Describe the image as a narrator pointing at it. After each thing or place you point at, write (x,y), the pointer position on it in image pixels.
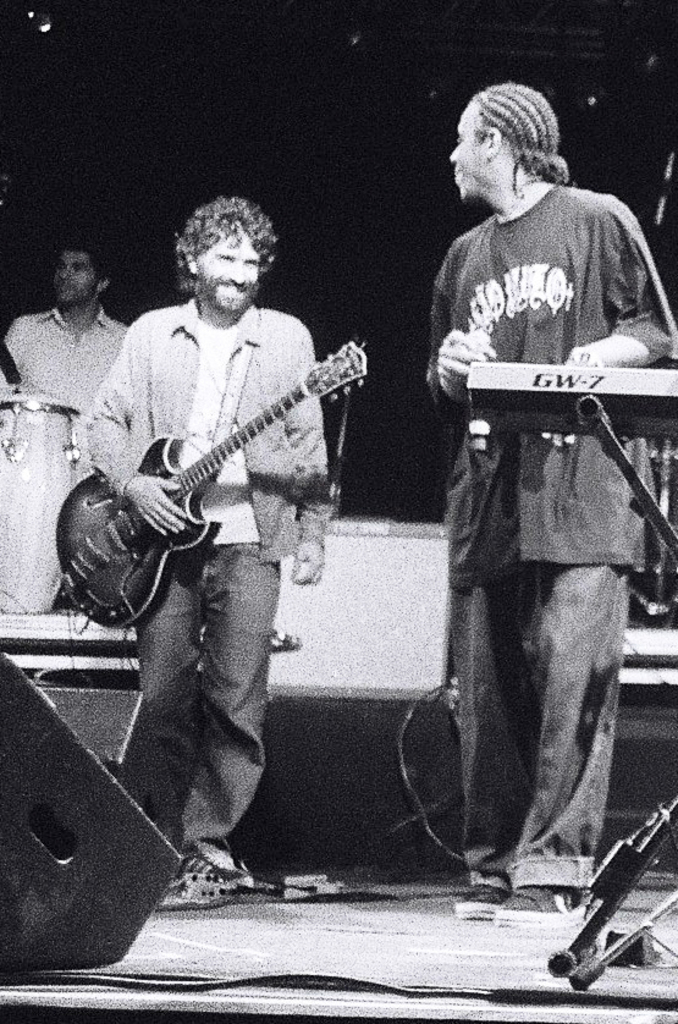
In this image there are people (468,343) standing. In the center (295,534) there is a man (228,556) standing and holding a guitar (134,531) in his hand (172,504), next to him there is another man (553,507) who is playing a piano (576,383). In the background (99,389) there is a drum (52,475) and a person (55,368). At the left (62,798) there is a speaker (57,865).
